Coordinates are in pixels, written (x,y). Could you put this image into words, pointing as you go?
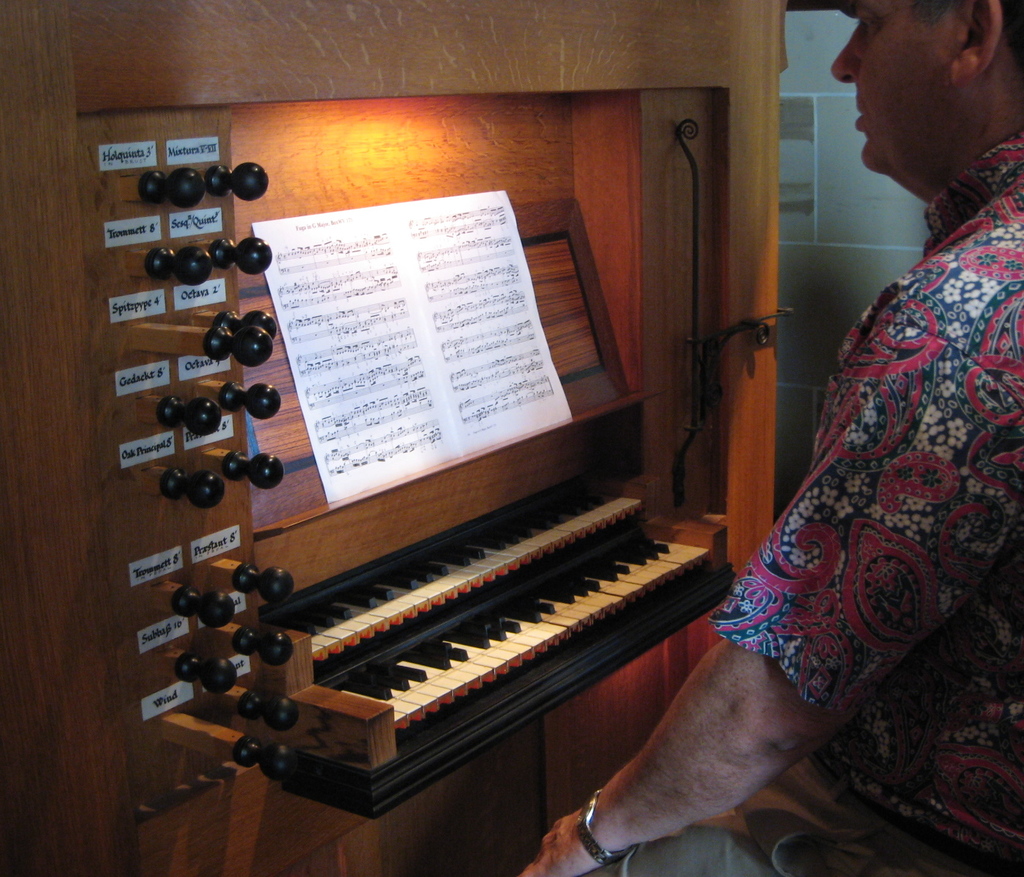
In this image we can see a person (851,712) sitting in front of a keyboard (524,538) above it there is a sheet (299,382) which consists musical notes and on the left side of the image (212,600) there are a few objects (188,730) with name plates (179,148) on it.
